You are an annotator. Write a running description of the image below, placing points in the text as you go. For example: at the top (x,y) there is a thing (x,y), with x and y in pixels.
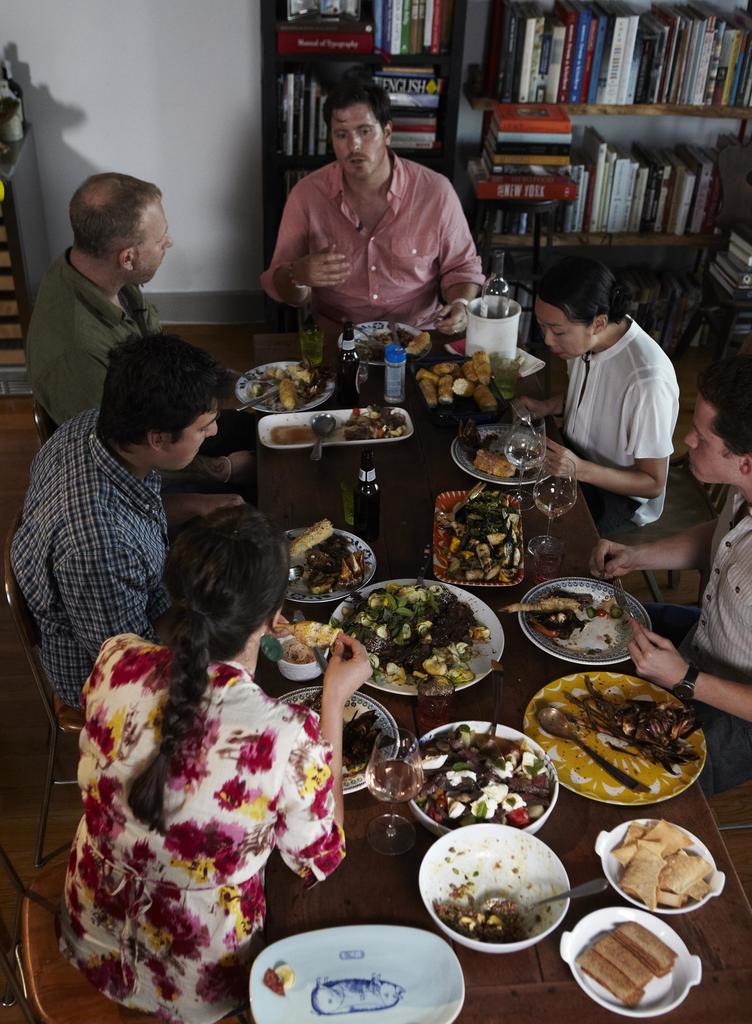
This is a picture taken in a room (593,515), there are a group of people (153,624) who are sitting on a chair (35,951) in front of the people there is a table (484,986) on the table (391,881) there is a plate (362,972), bowl (449,885), spoon (565,895), wine glass (405,795), bottle (376,509) and a box (477,336). Background of this people (223,518) there is a shelf (330,153) on the shelf (271,90) there are the books (551,67) and a wall (142,62) which is in white color.
